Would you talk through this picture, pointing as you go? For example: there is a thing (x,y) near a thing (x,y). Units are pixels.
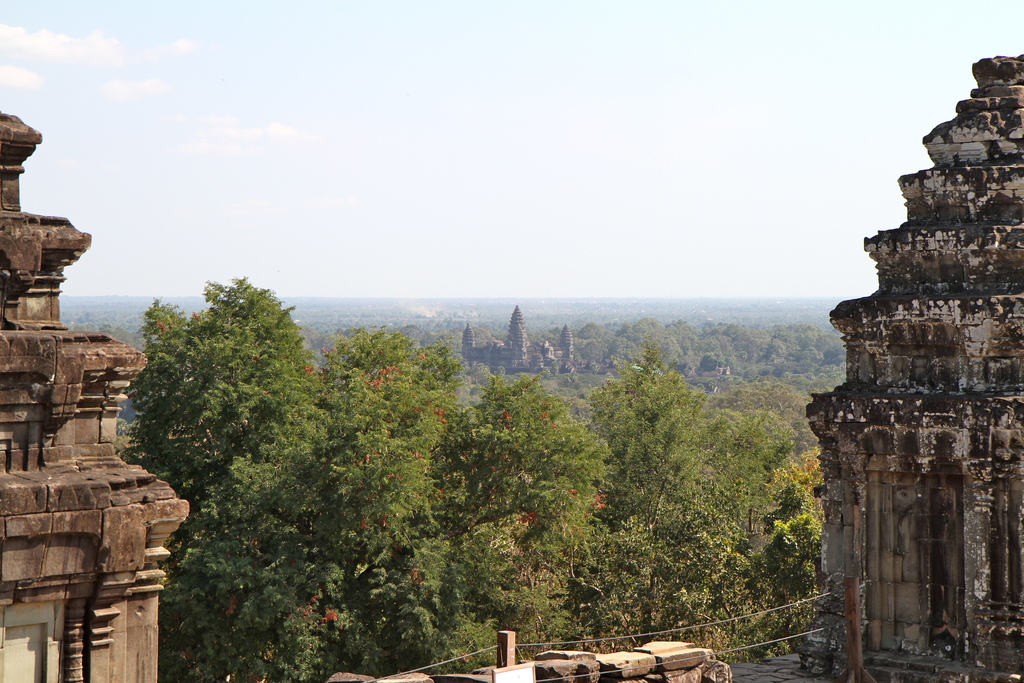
In this image I can see few buildings (838,461), trees (372,438) in green color and the sky (418,126) is in white color.
